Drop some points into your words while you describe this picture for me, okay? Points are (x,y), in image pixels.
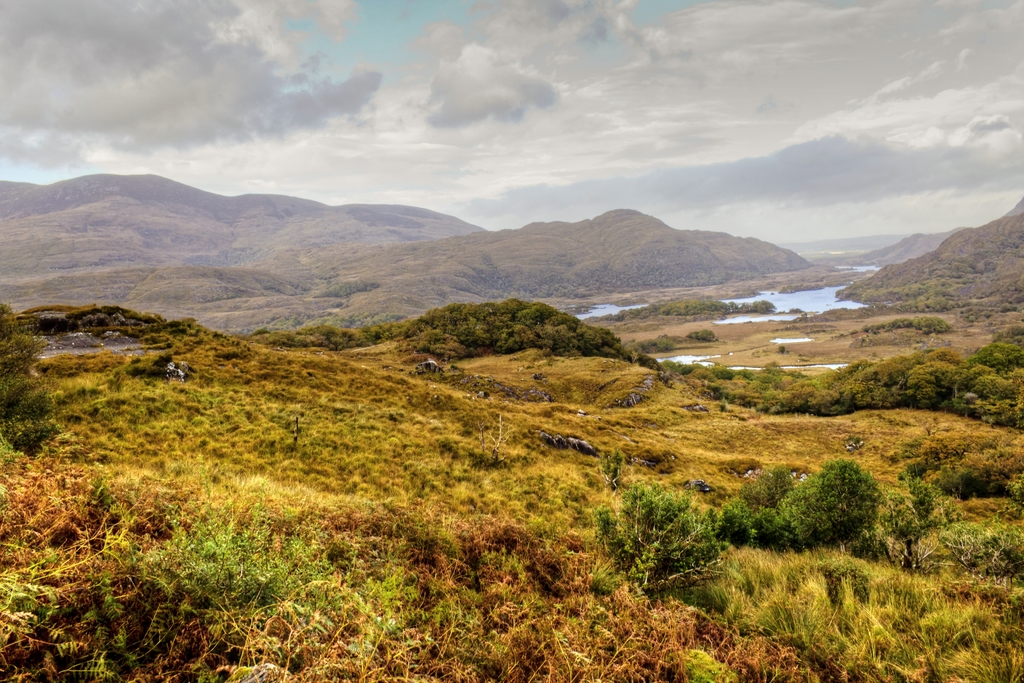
This is the picture of a mountain (147,296). In this image there are mountains (191,274) and there are trees (452,325) on the mountains (341,320). At the top (338,39) there is sky (378,50) and there are clouds (363,128). At the bottom (637,672) there is water (800,297) and there is grass (444,604).
